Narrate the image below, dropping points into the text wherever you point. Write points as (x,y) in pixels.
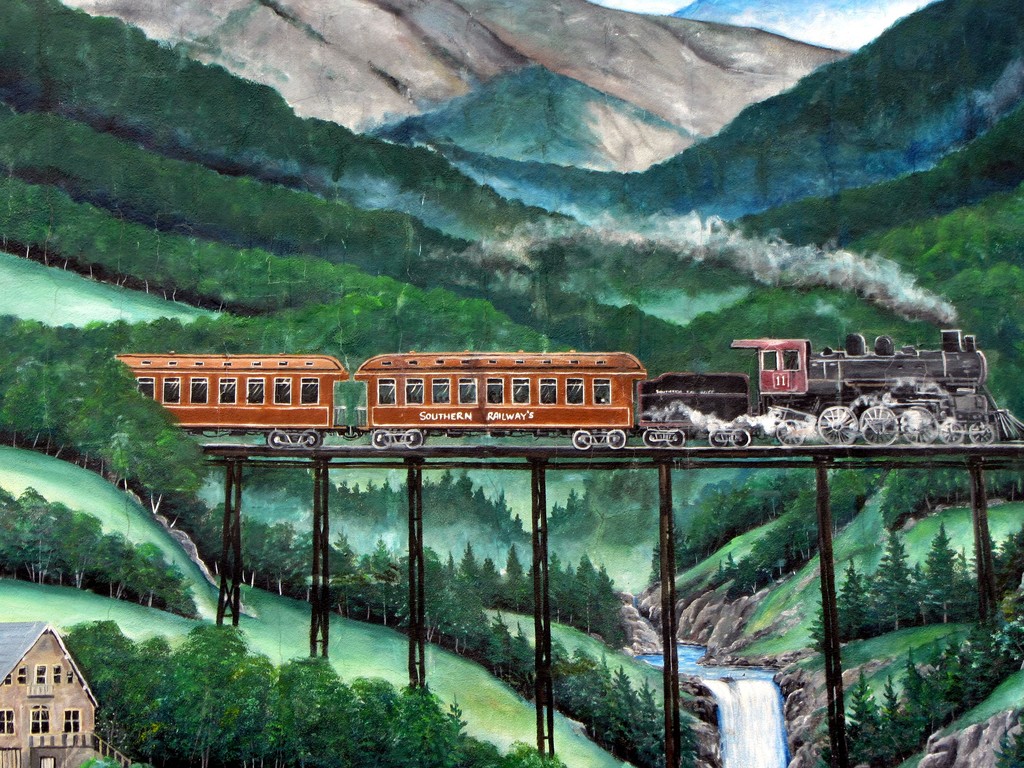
Here this is a setup (590,146), in which we can see a train (764,365) present on a track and we can also see houses (7,760) present and we can also see mountains (269,183) covered with grass (230,190) and plants (297,164) and we can also see other trees (468,588) present and we can see water (729,732) flowing through a place (707,629).
